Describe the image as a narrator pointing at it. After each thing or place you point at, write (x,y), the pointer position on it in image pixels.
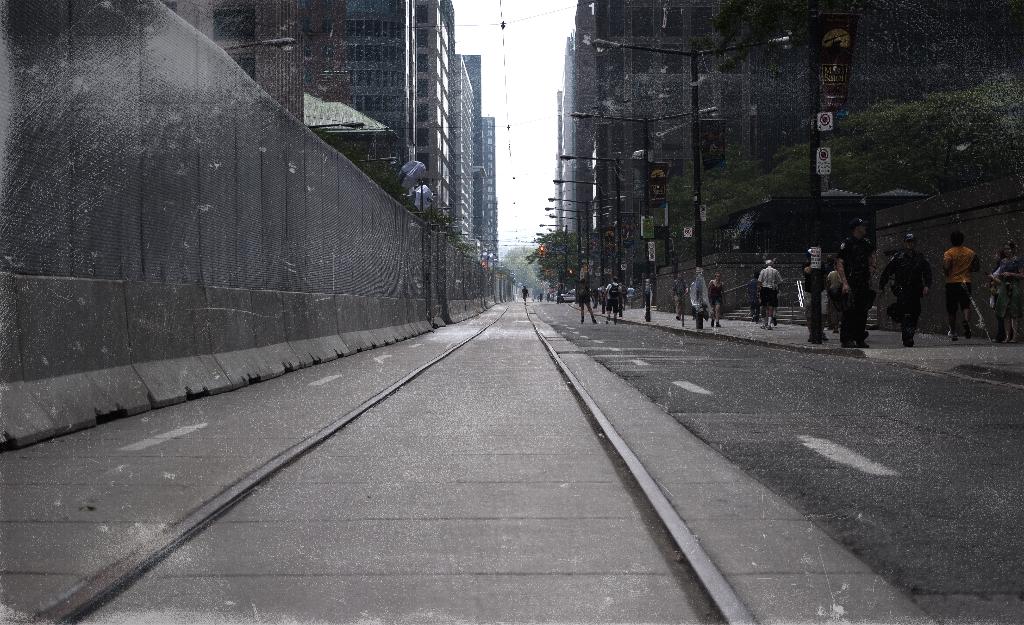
On the left (311,125) and right side of the image (754,124) there are buildings (758,220), in front of the buildings (803,232) there is a huge wall (8,231). At the center of the image (546,319) there is a road (817,365) with track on it and a few people (612,283) are walking on the pavement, there are street lights (646,253) and other objects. In the background (514,8) there is the sky (527,228).
